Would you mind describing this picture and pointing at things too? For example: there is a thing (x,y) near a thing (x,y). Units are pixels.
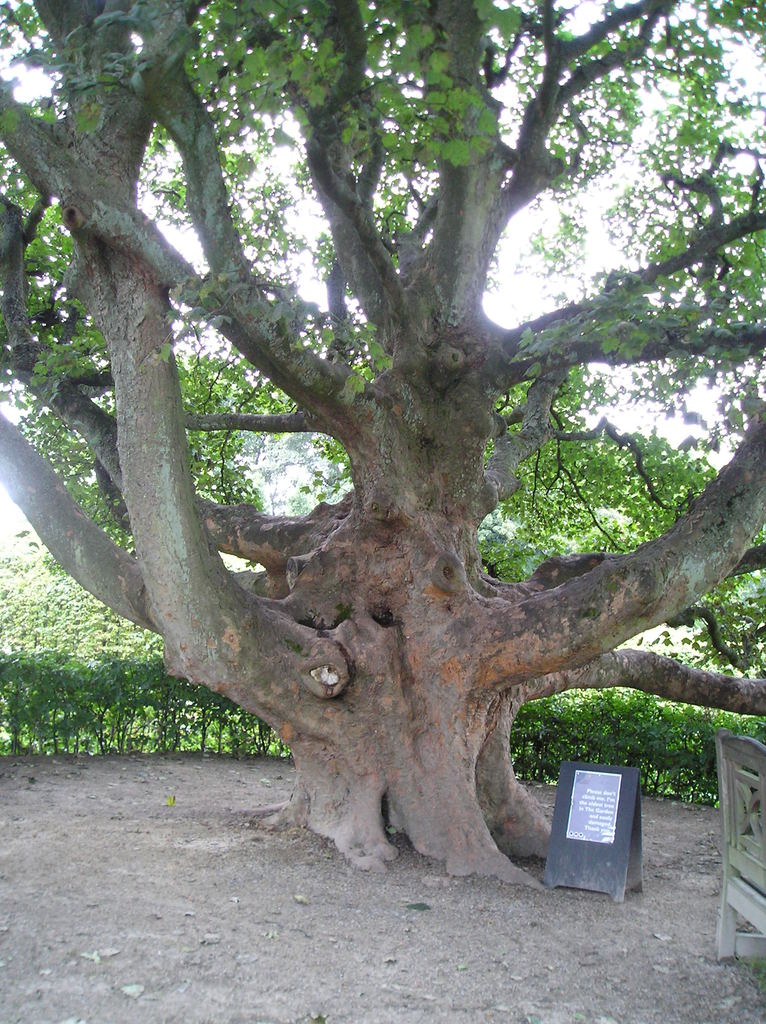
In this image we can see a bench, tree (271,707) and plants (143,667), also we can see a board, on the board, we can see a poster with some text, in the background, we can see the sky (664,211).
